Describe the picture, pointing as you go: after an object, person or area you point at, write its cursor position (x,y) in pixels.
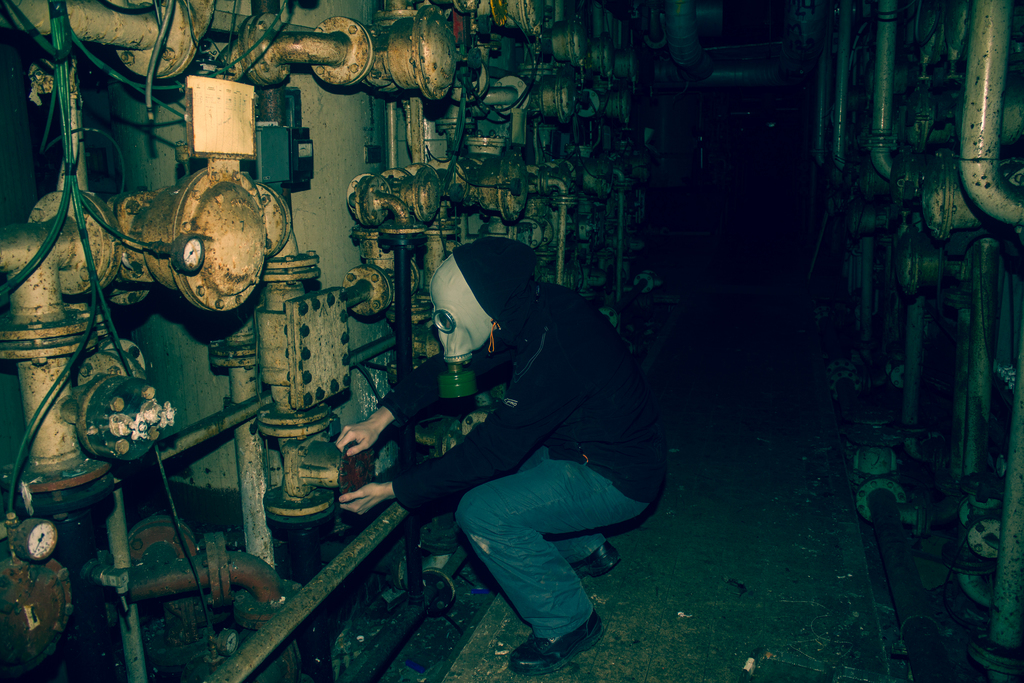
The picture is taken inside a control room (685,218). Here there is a person (574,401) wearing black jacket (519,366) and mask (465,354) is in squat position. He is holding a regulator (353,477).
